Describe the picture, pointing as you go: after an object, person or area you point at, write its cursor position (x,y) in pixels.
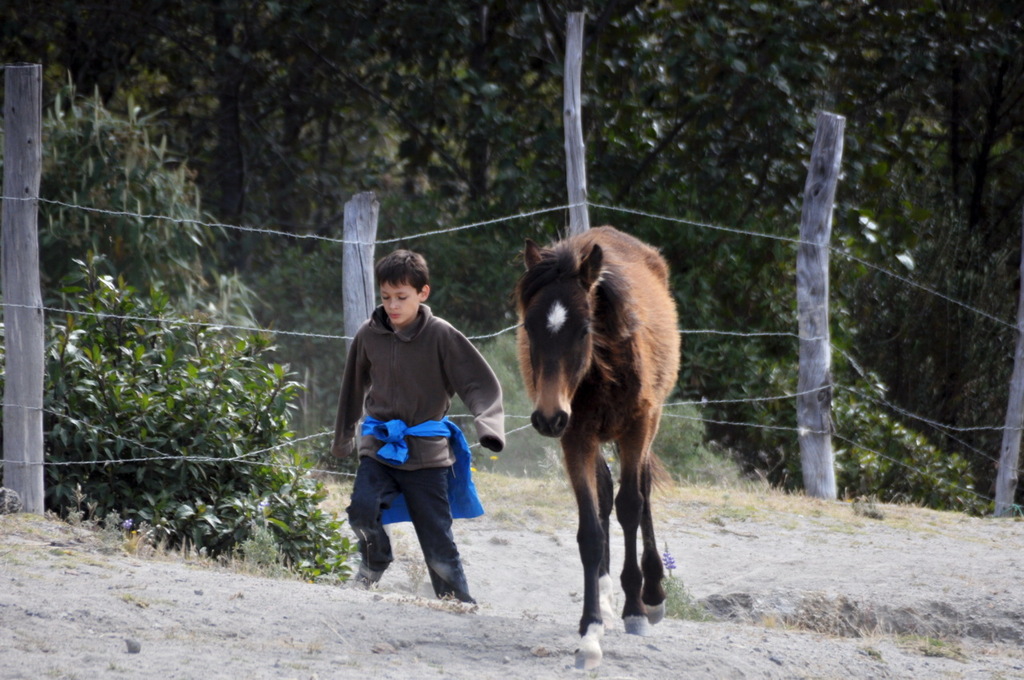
In this image, we can see a kid (372,366) beside the horse (550,352). There is a fencing (818,322) in the middle of the image (358,269). There are some plants (130,377) on the left side of the image (149,374). In the background (265,92), there are some trees (826,87).
